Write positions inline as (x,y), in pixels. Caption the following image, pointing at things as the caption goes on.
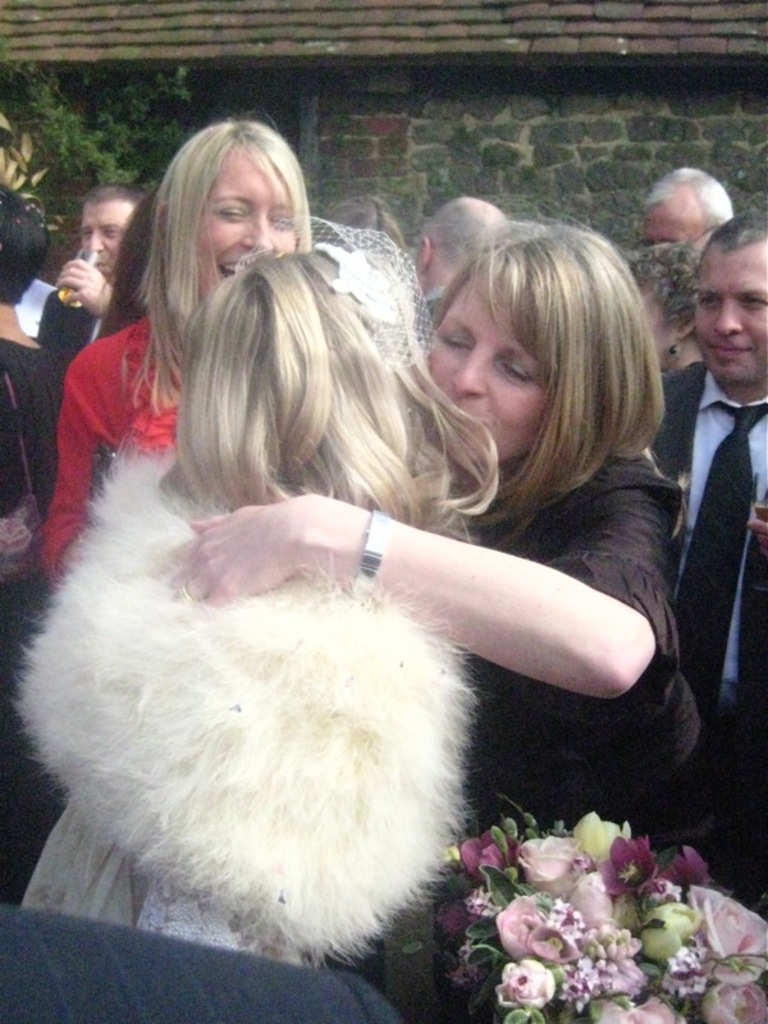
There are two women (286,472) hugging and standing, near a woman (211,166) who is in red color t-shirt (91,399), standing and laughing. In the background (736,218), there are other persons (765,386) standing. In front of them, there is a flower bouquet (545,959). In the background (684,159), there is wall (409,109) of the building (93,67) near plants (68,166).
